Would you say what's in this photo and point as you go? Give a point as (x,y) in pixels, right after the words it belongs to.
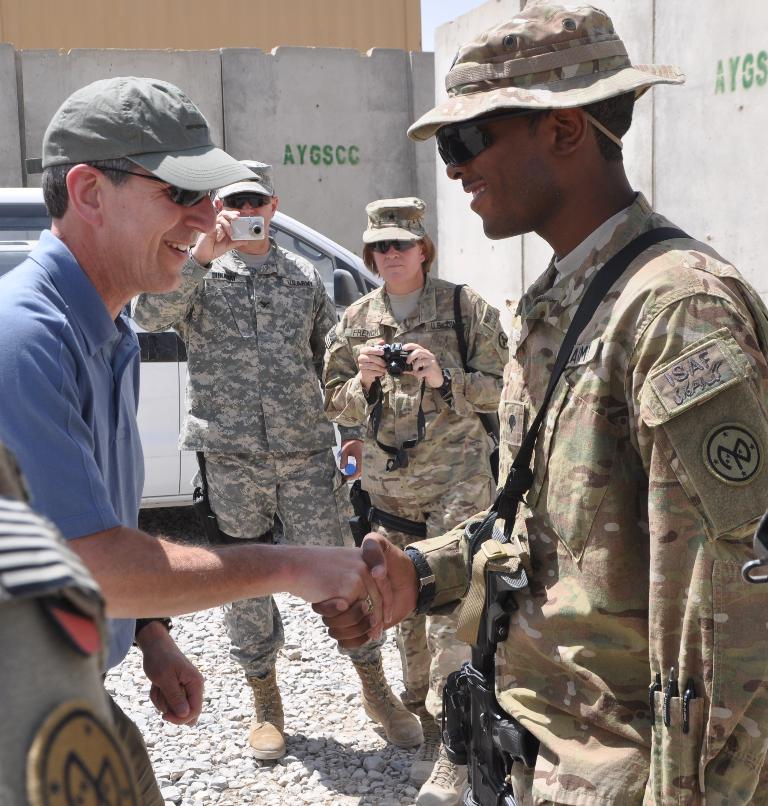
In this image there are two persons (607,576) standing and handshaking each other, and in the background (444,471) there are two persons (236,370) standing and holding the cameras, a white color car (323,242), wall (27,130).
